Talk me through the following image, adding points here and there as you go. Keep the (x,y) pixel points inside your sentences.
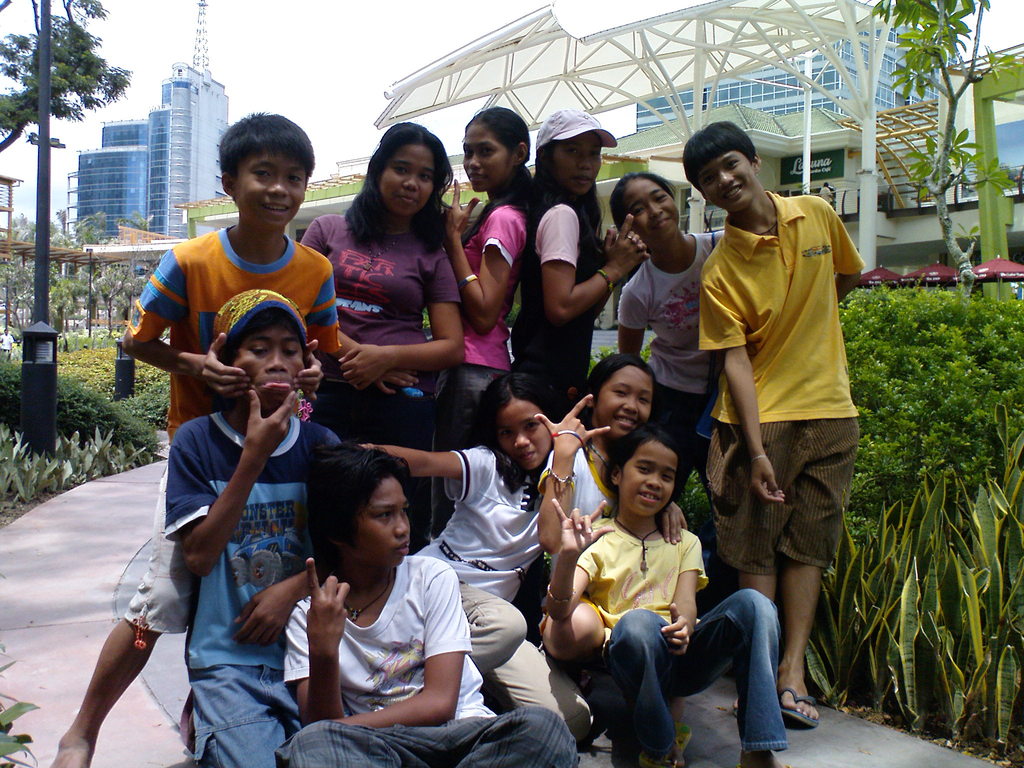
In this image, we can see people (326,486) posing for a photo and in the background (92,210), there are trees (25,97), buildings (894,130), shrubs (962,438).
